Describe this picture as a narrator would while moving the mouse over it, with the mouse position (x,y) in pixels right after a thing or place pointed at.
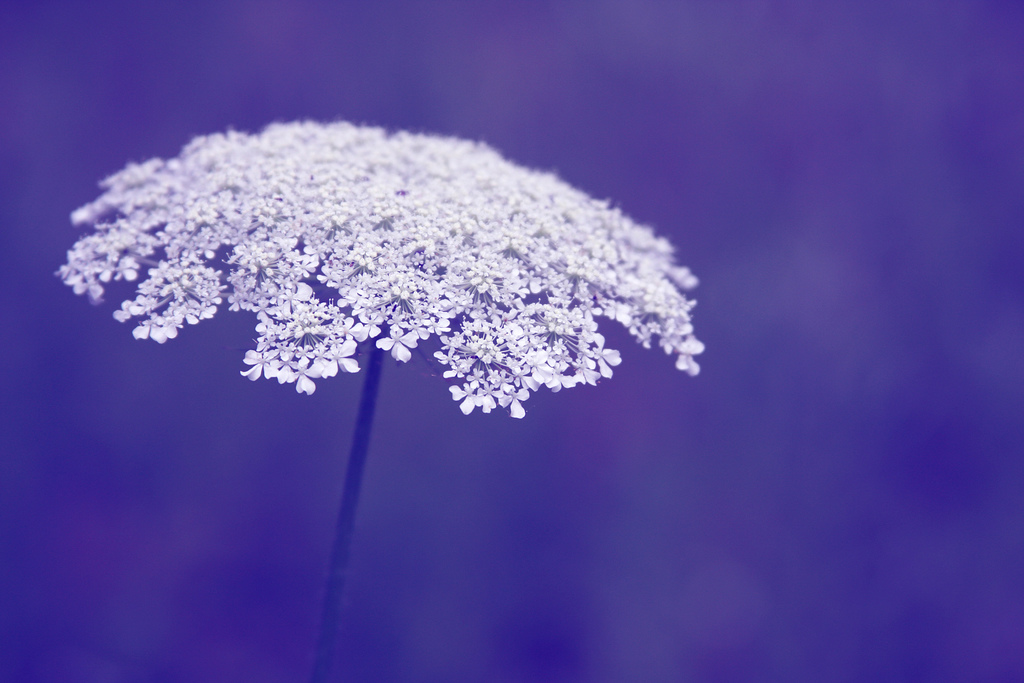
As we can see in the image there are white color flowers (311,287).
